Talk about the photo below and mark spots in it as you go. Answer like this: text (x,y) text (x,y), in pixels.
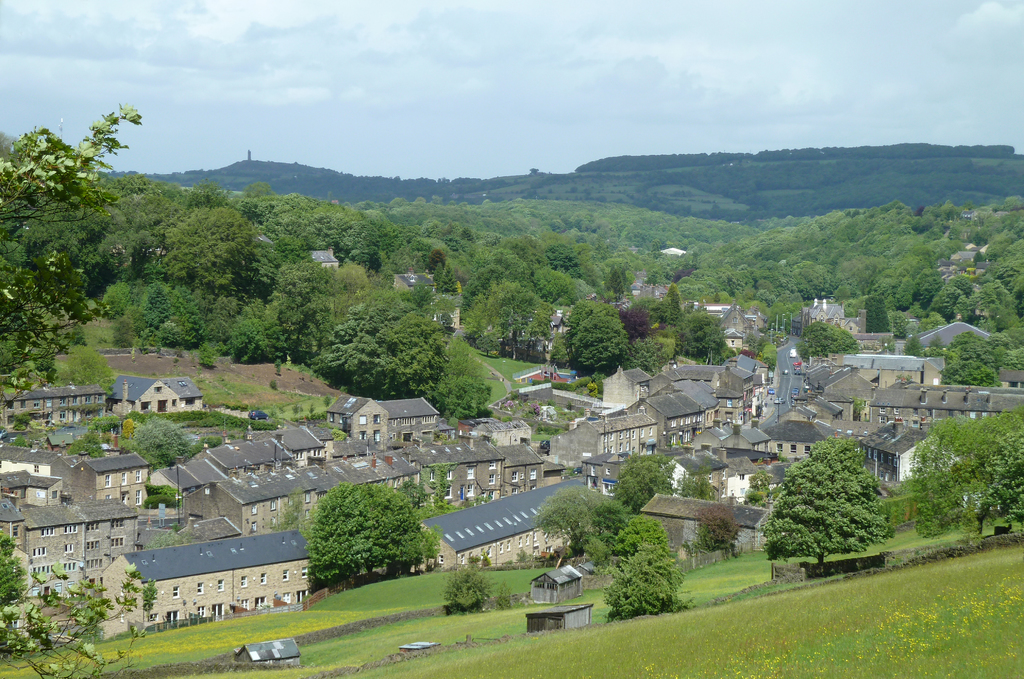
These are the houses (351,445) with windows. This looks like a hill (830,647) with the grass (947,609). These are the trees (443,337). In the background (640,170), I think these are the mountains (861,179). Here is the road (790,377).
